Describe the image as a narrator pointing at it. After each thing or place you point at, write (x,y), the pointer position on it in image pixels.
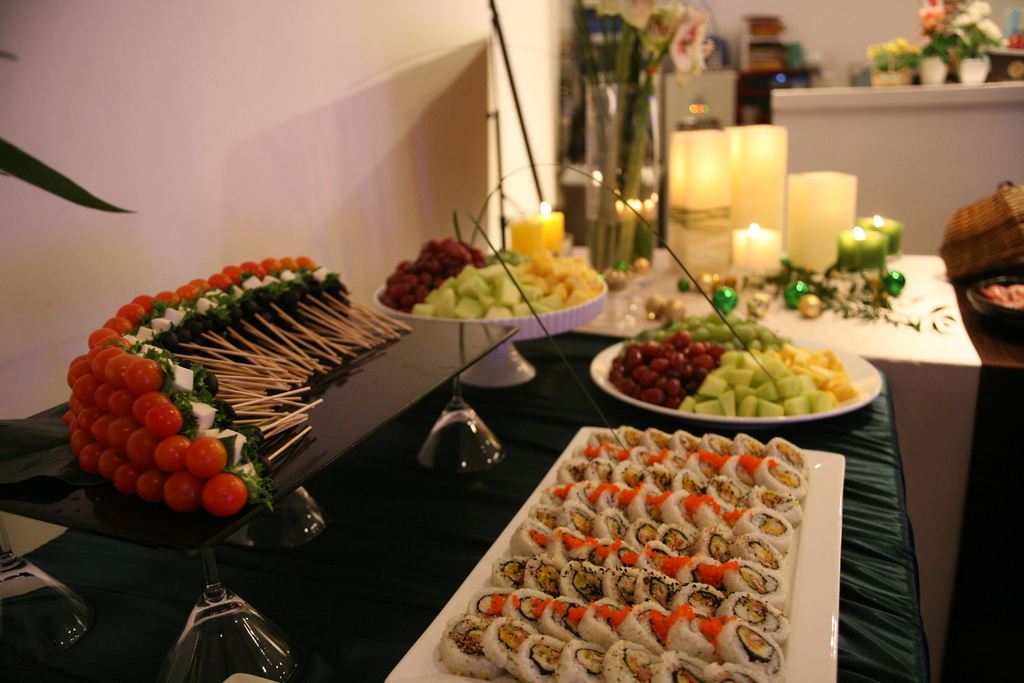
In this image there are tables (807,432) and we can see plate (688,415), tray (630,457), bowl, sushi (656,536), cut fruits (768,410), candles (767,263), decor balls (812,308) and some food (146,437) placed on the tables (834,427). In the background (904,129) there is a shelf (906,121) and we can see flower vases (940,80) placed in the shelf (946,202). There is a basket (975,243). In the background (326,90) we can see a wall (290,128).
